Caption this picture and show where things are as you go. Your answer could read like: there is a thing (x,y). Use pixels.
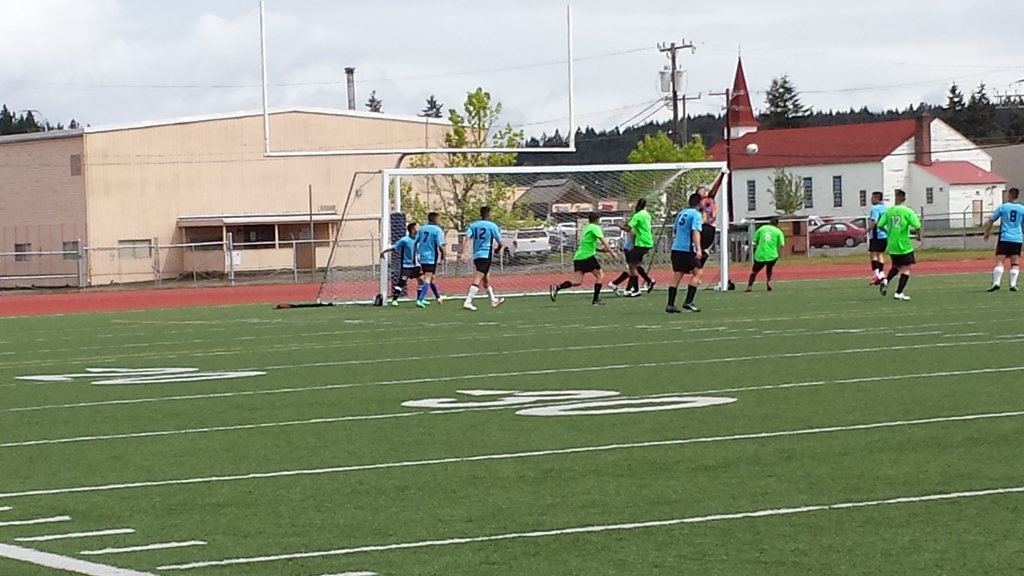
In the image there are a group of football players (699,272) moving around the ground (306,296) and behind the ground (284,284) there are few houses (321,195) and trees (509,160).
